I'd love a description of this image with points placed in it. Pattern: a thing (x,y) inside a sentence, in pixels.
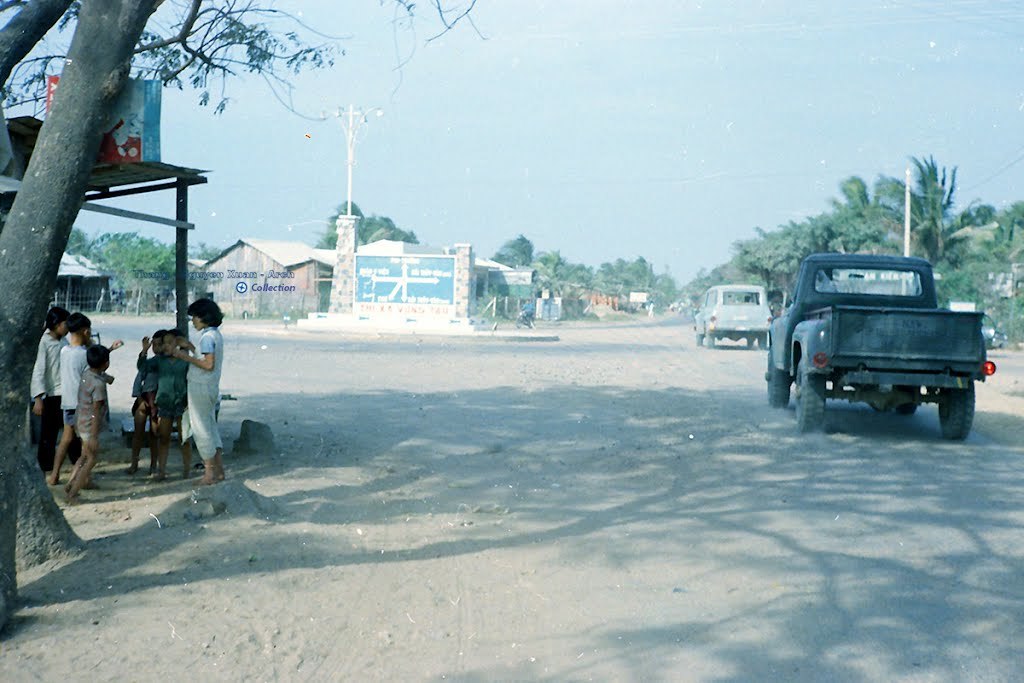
In this image we can see some vehicles (817,341) on the road (252,366). On the left side of the image (102,385) there are some children (209,378) under the tree (22,378). In front of the vehicles (703,307) there are some buildings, trees (883,232), poles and the sky (594,123). On the image it is written Something.
